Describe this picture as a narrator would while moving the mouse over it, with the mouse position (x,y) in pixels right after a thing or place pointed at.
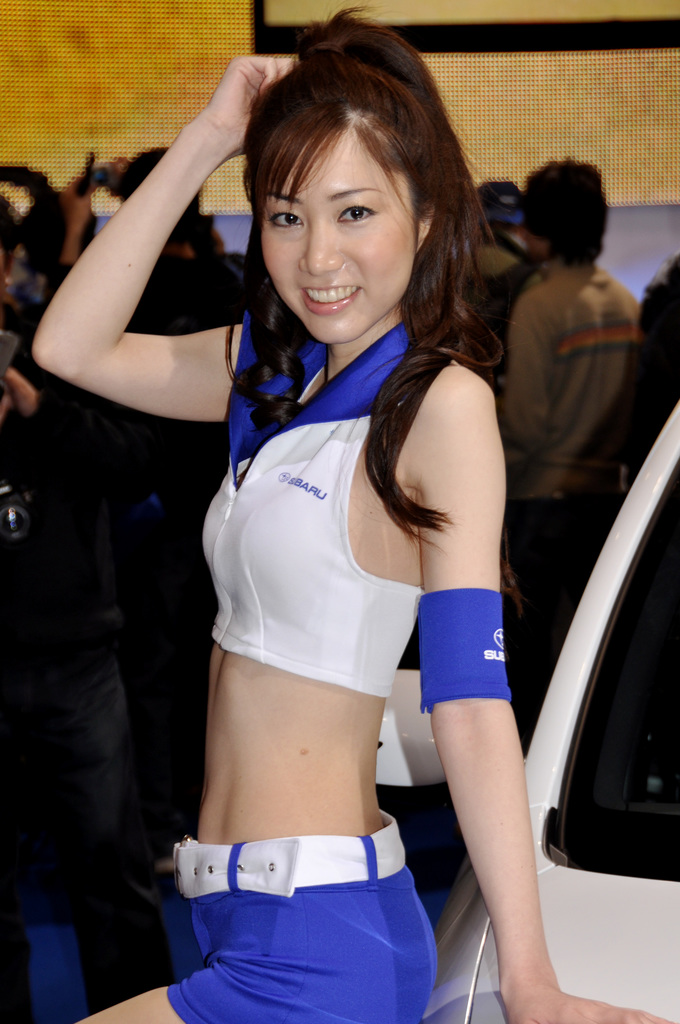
In this image there is a woman (268,639) who is wearing the white top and blue short (282,946) is standing beside the car (595,854) by keeping her hand (525,1009) on it. In the background (41,453) there are so many people (41,453). At the top (160,39) there is a wall (143,41) in the background (530,86).
